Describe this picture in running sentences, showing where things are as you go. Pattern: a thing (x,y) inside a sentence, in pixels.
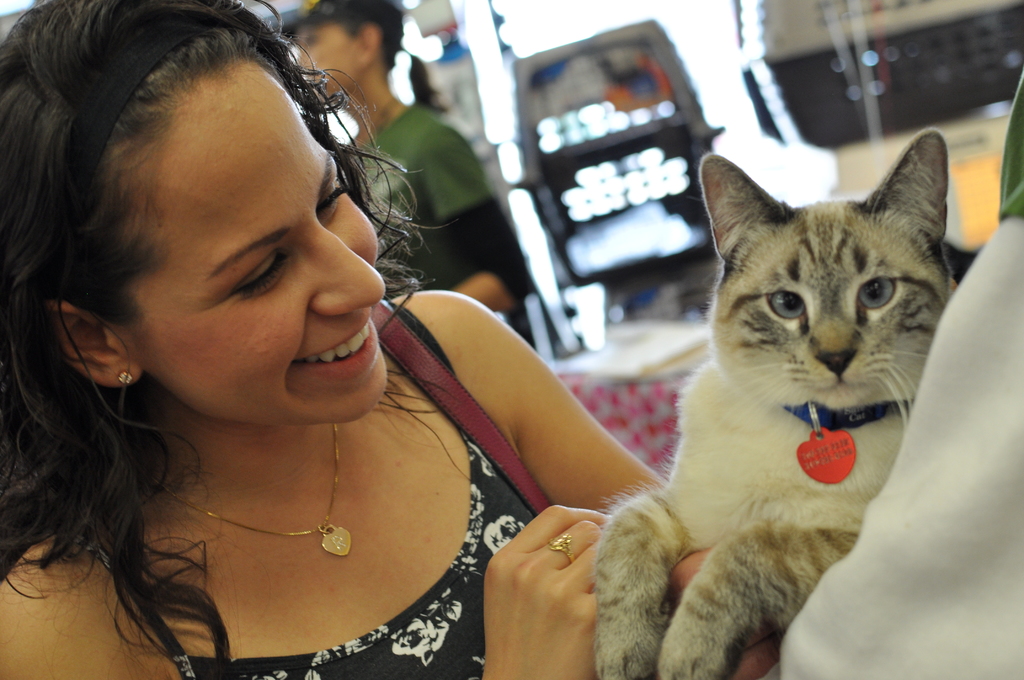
This is a picture taken in a room (854,61), the woman (410,548) in black dress (409,636) was touching a cat (753,512) and to her right hand (508,576) she is having a ring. Behind the woman (279,342) there is other woman (427,168) is standing on the floor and it is in green.
